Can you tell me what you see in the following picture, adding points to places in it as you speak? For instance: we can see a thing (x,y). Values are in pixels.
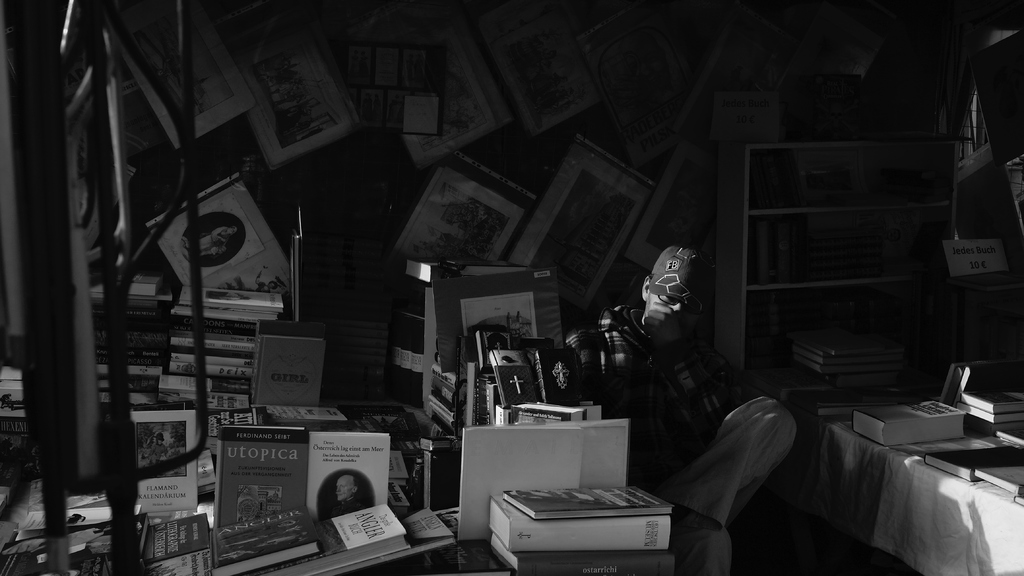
It is a black and white image. In this image we can see a man (655,365) wearing the cap (697,273) and sitting. We can also see many books (268,325). On the right (953,405) we can see some books (939,414) placed on the table (954,448) which is covered with the cloth (968,511). We can also see a rack (794,282) with the books (794,282). In the background (666,41) we can see the posters (584,238) and frames (312,86) attached to the wall (301,157). On the left (75,279) we can see some object (112,110).
